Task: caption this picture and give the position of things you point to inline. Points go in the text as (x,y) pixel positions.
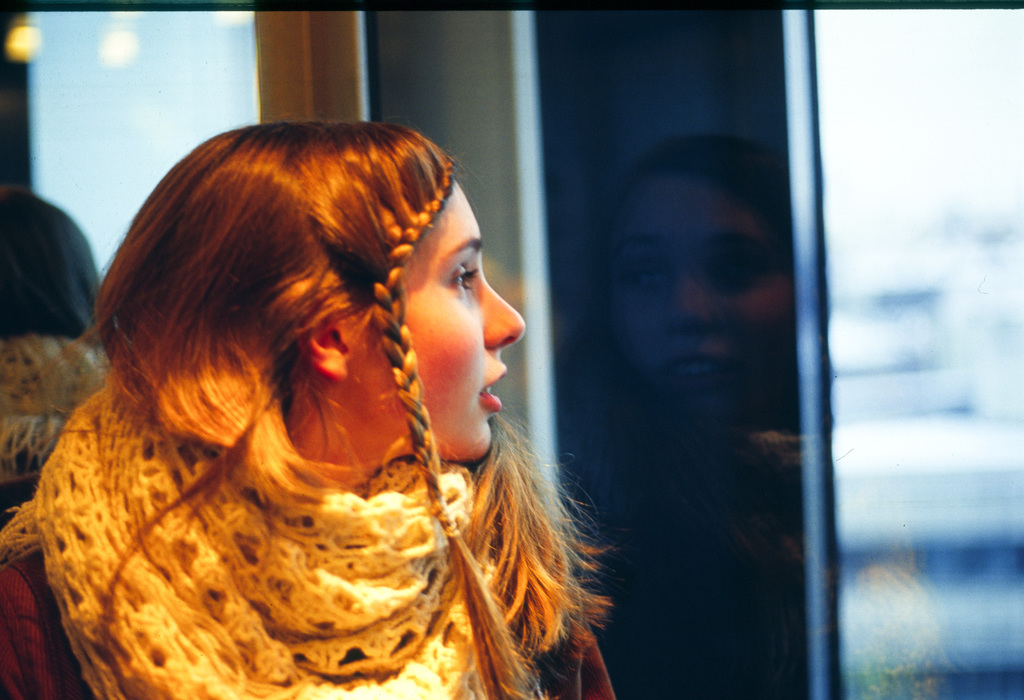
There is one woman (324,555) sitting as we can see on the left side of this image (312,508), and there is a metal thing (452,74) present at the top of this image (470,73). There is a window (639,389) on the right side of this image (836,407).
